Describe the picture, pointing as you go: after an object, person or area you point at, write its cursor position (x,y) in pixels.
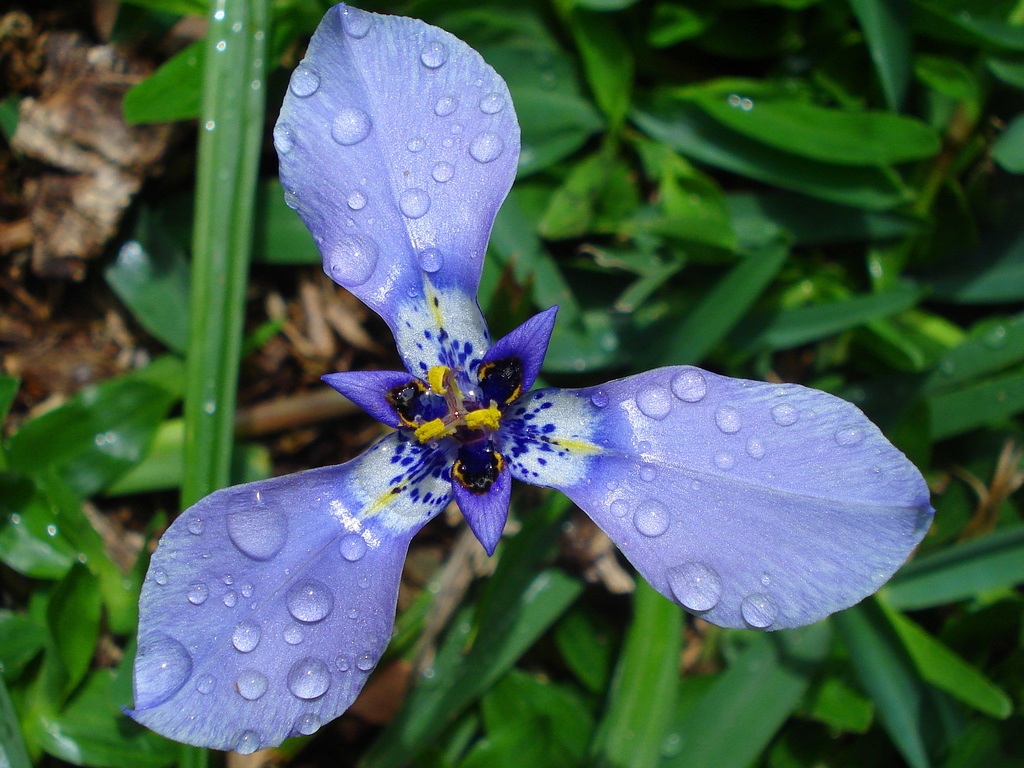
In the foreground of the picture (372,413) there is a violet color flower (411,486), on the petals (423,497) there are water droplets (182,663). In the background (191,767) we can see plants (70,414) and dry leaves (102,209).
